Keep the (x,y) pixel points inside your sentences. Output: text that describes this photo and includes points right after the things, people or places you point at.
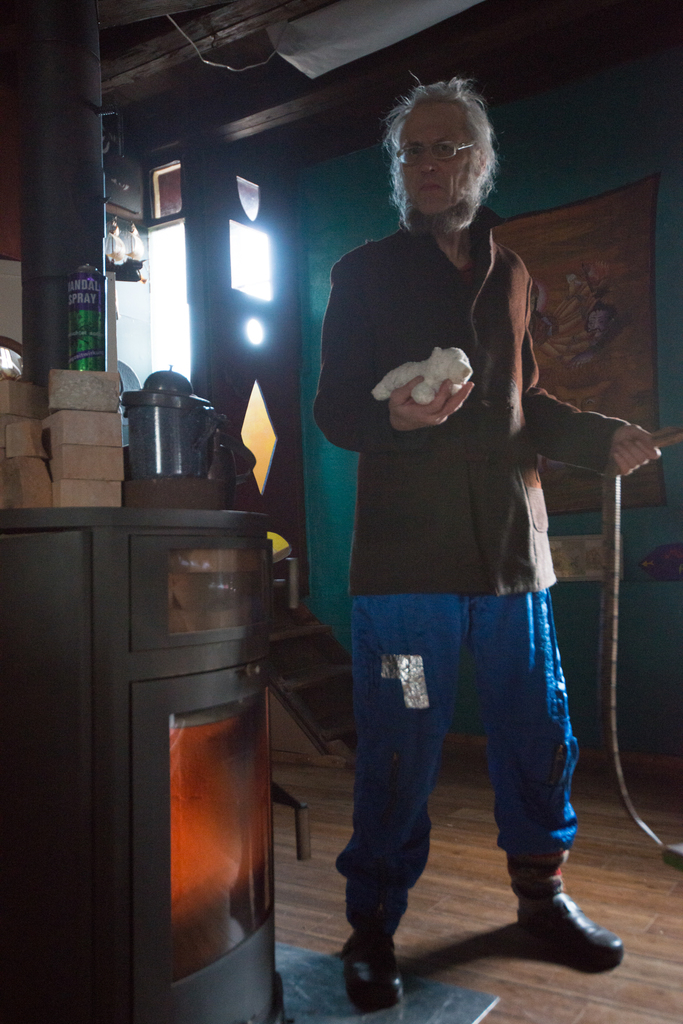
In this image we can see a man (453,582) standing and holding a figurine (386,383) in his hand (436,417). On the left (138,816) there is a stand (180,778) and we can see things (65,444) placed on the stand (135,521). In the background (304,274) there is a wall (326,181) and a curtain (607,371).
